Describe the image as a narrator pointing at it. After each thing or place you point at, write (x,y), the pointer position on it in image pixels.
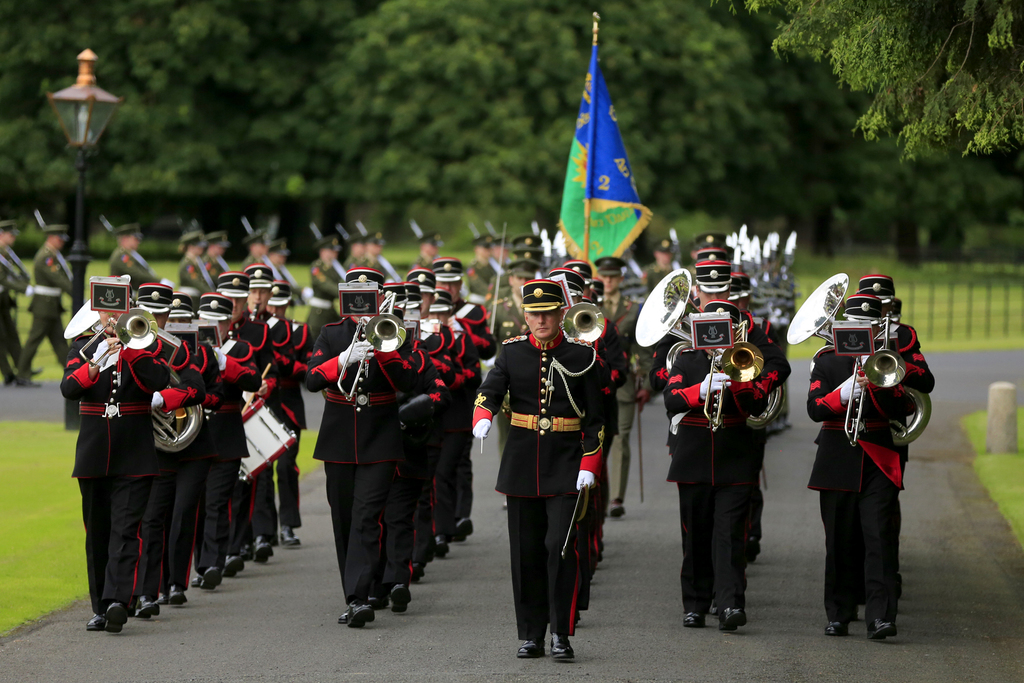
This is an outside view. Here I can see few people (423,310) are wearing black color uniform (318,390) and marching on the road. In the background (583,222) one person (624,329) is holding a flag (586,194). In the foreground (151,382) few people (89,397) are playing some musical instruments (131,339). On both sides of the road (963,477) I can see the grass (17,467). In the background (394,62) there are some trees (679,43). On the left side (80,274) there is a pole (81,187).
